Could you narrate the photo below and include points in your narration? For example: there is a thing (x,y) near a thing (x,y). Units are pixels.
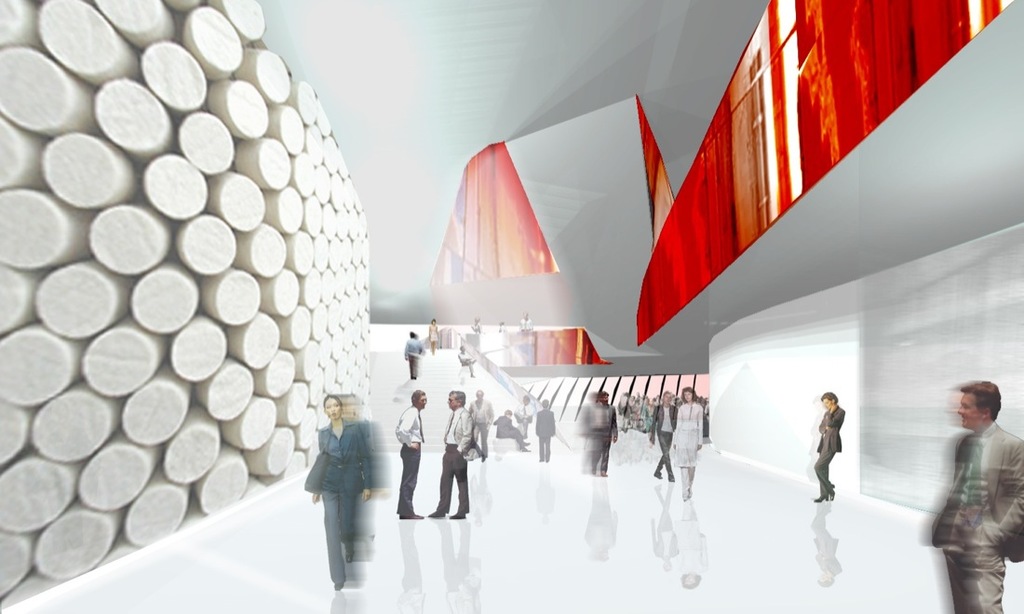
This is an animation in this image there are a group of people (1003,469) who are walking, and in the center (435,370) there are some stairs (431,372). At the bottom (292,585) there is a floor (750,583) and on the right side (847,370) and left side (323,225) there is a wall (312,245), at the top of the ceiling (456,150).
